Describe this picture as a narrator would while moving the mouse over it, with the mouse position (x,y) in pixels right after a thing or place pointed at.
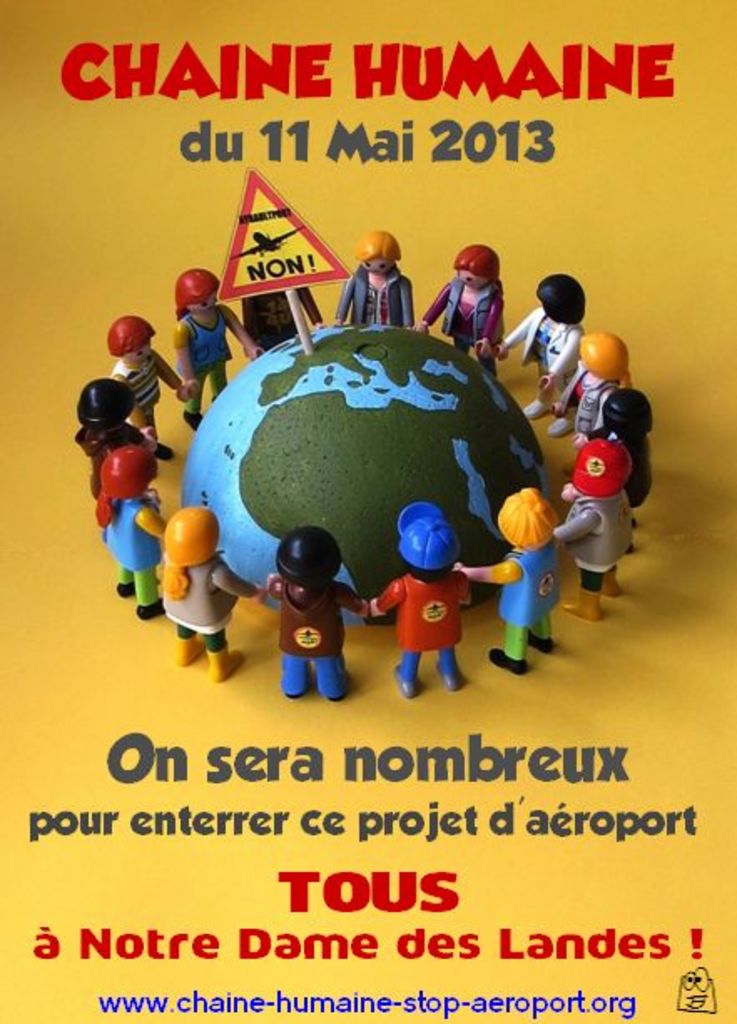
In this picture there is a poster (588,524). In the center (339,525) we can see the sign board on the globe (423,486). Beside that we can see people (640,458) were standing and made a circle (406,597) with holding their hands (555,538). At the bottom (281,759) we can see the quotation (433,888).
